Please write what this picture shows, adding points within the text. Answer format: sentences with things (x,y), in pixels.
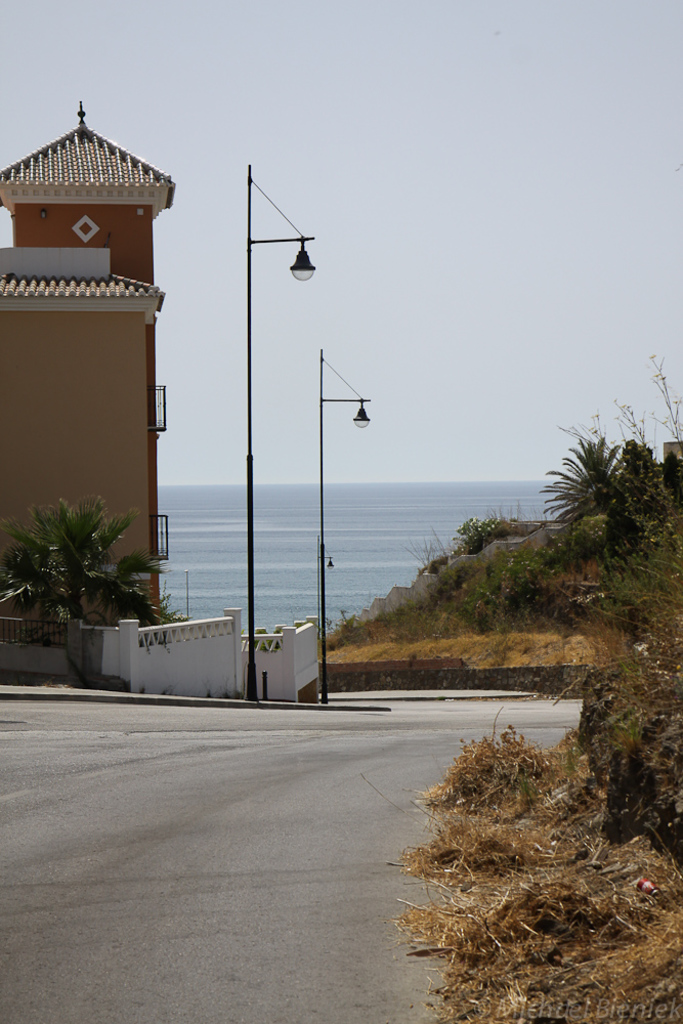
In this image we can see some houses (149,477) with roof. We can also see a fence (144,678), street lamps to the poles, some group of plants (402,615), trees (134,607) and the road (180,839). On the backside (287,463) we can see a water body (314,586) and the sky (452,322) which looks cloudy.
